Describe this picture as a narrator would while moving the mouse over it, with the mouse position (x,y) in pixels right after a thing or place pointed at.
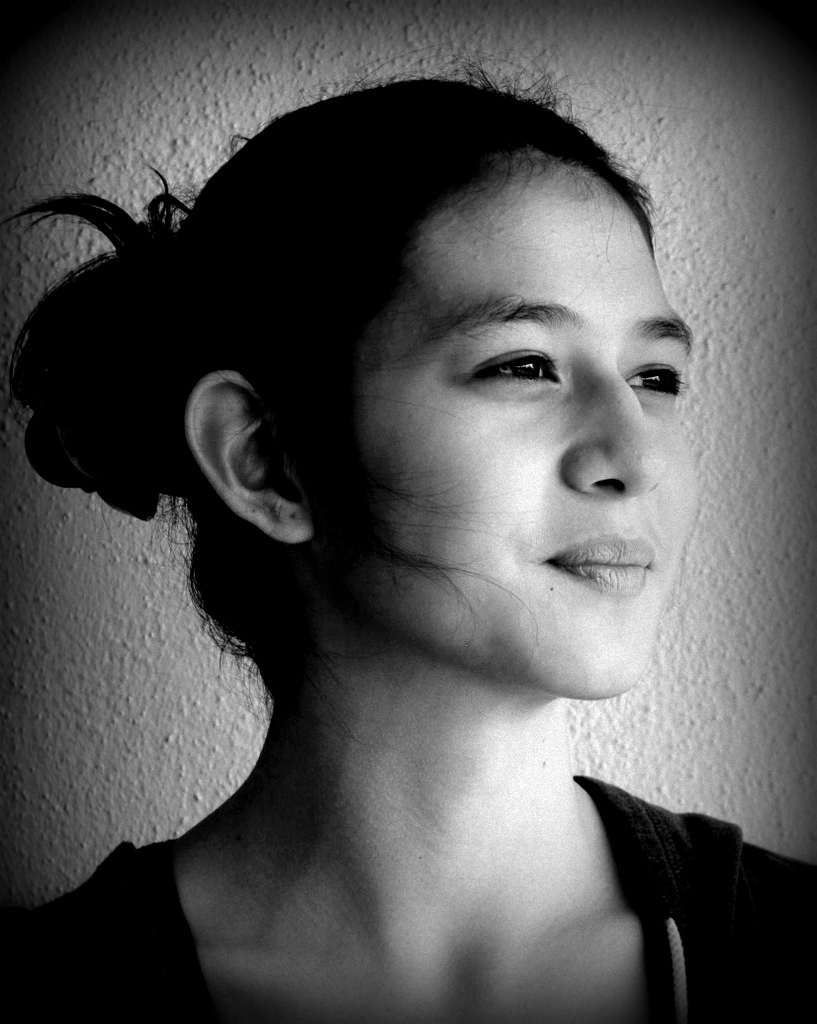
This is the picture of a black and white image where we can see a person (469,396) and in the background (354,29), we can see the wall (156,771).
